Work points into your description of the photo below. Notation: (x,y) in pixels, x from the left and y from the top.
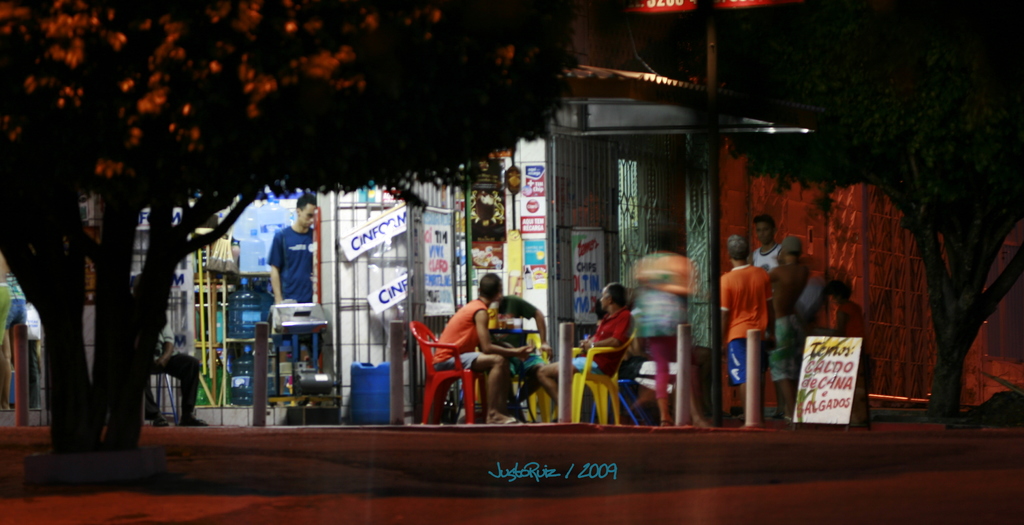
In this image, we can see persons (495,292) wearing clothes (755,297). There are three persons (486,283) in the middle of the image (612,324) sitting on chairs (428,353) in front of the wall (523,278). There are water tins (236,337) beside the person (311,255). There is a tree (79,301) on the left (121,159) and on the right side of the image (935,235). There is a board (853,360) in the bottom right of the image (853,377). There is a pole (716,226) in the middle of the image (400,333).
